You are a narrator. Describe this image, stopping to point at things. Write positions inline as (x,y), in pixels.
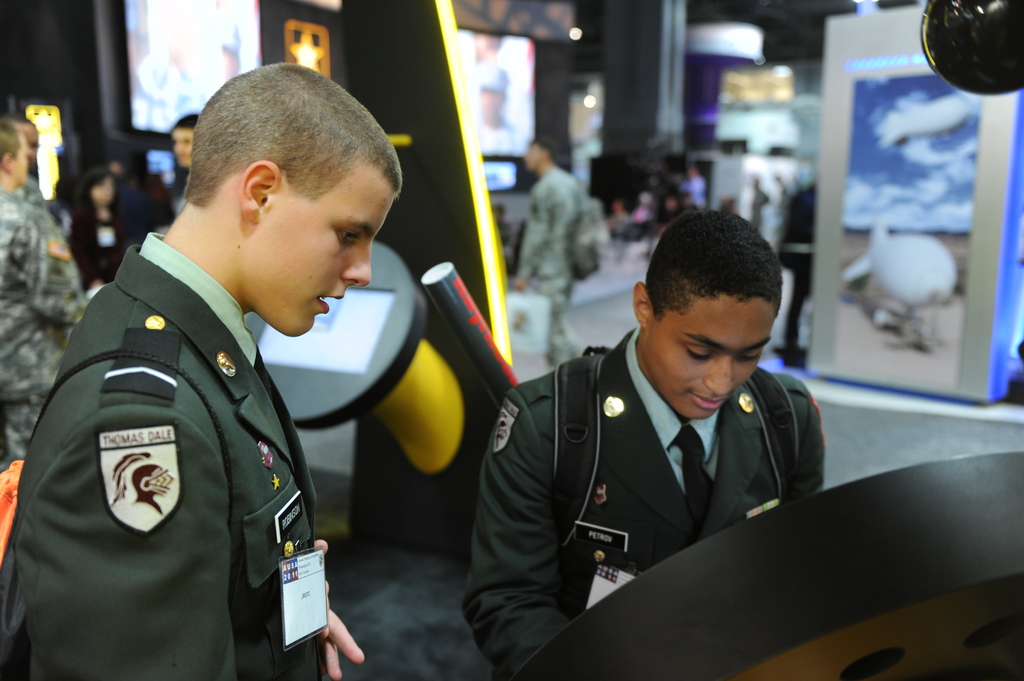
Here in this picture, in the front (290,199) we can see two persons (494,580) standing in front of something and behind them also we can see people (536,241) standing here and there and we can see some machines (352,349) present over there and we can see they are having ID cards (305,564) on them.
